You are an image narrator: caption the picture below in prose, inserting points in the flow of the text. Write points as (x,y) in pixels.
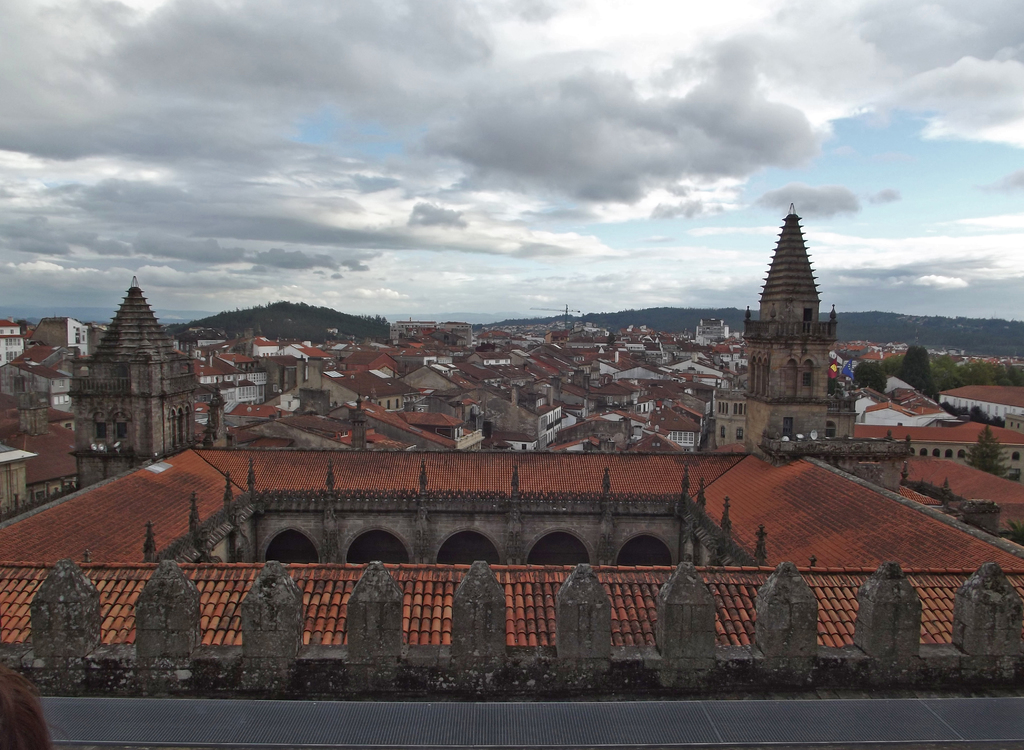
There are buildings (288,390) which are having roofs (812,477) and there are mountains (965,320) on the ground (961,317). In the background (959,270), there are clouds (562,175) in the blue sky (999,158).
